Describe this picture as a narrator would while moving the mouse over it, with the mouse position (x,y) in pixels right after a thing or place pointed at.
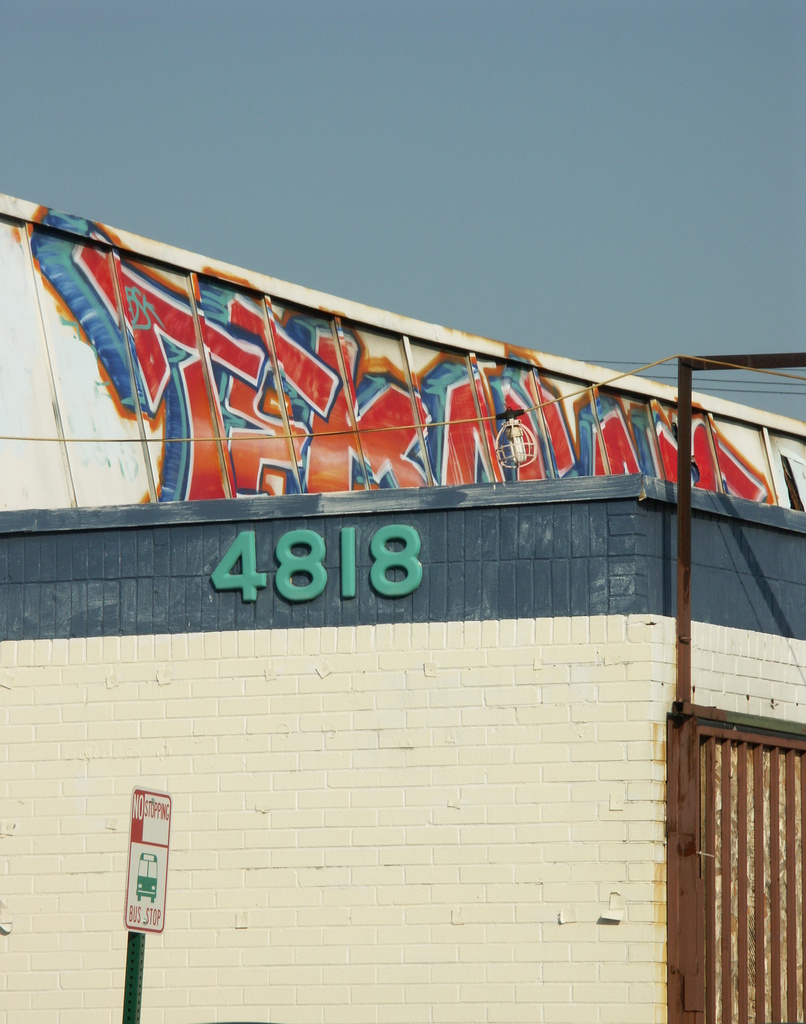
In this image we can see one house (399,826), some wires (632,372), one gate (782,892), one light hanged to the wire (773,374), some numbers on the building wall (281,858), some text (178,398) on the roof (198,447), one board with text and image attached to the green pole (135,1003). At the top (662,161) there is the sky (441,171).
